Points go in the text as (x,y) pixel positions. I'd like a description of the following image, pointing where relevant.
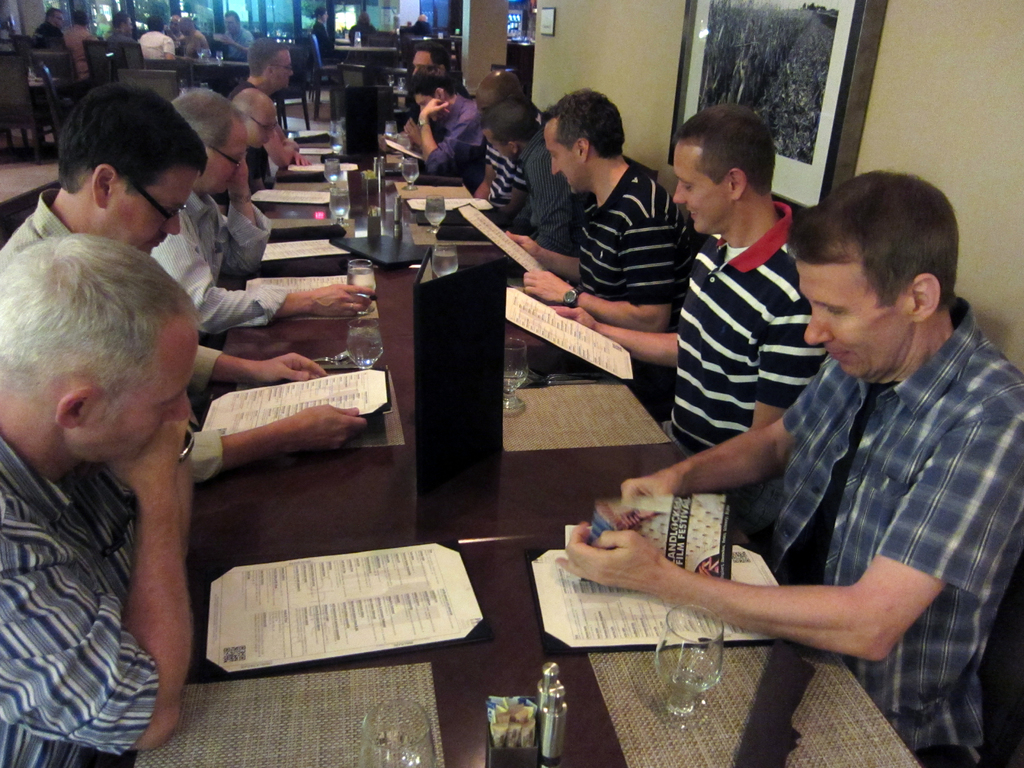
In this image i can see a group of people (635,240) are sitting in front of a table (490,600). On the table (471,733) we have few objects (318,614) on it.
